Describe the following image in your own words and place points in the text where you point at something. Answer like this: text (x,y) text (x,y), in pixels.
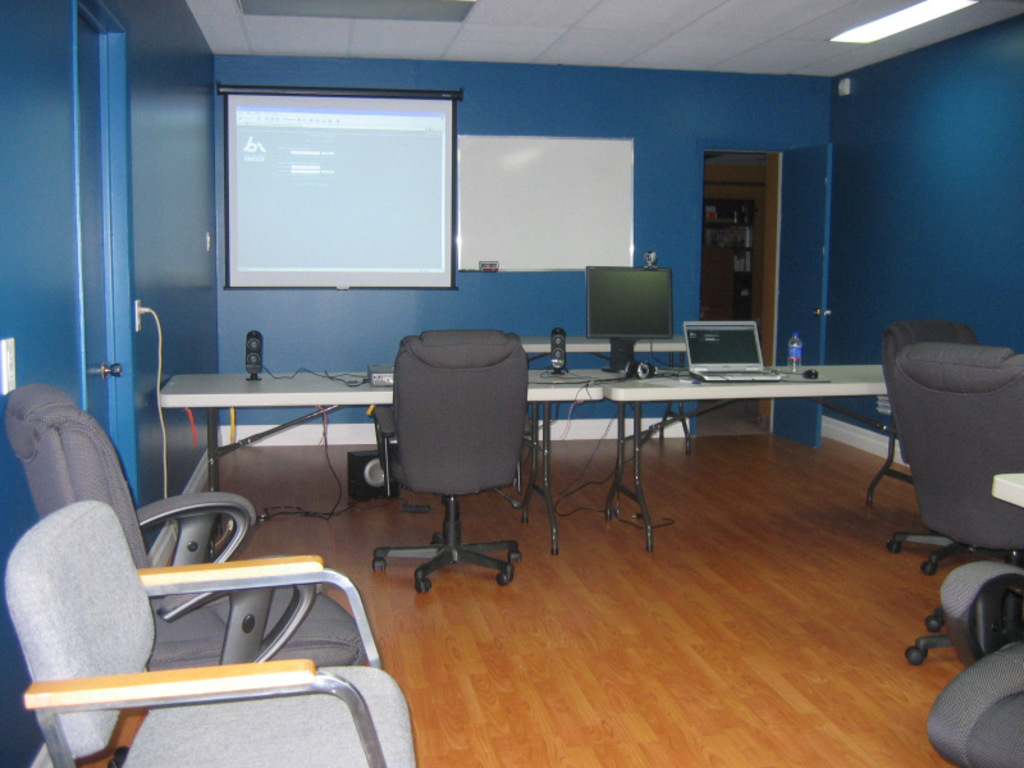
In this image there are chairs (478,475) and tables (828,393), on top of the tables (585,391) there are speakers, a monitor (617,328) and a laptop (742,371) and a bottle of water (793,345), behind the table (640,413) there is a board (506,227) and a screen (452,164) on the wall (577,282), beside the board (617,205) there is an open door (790,210).
